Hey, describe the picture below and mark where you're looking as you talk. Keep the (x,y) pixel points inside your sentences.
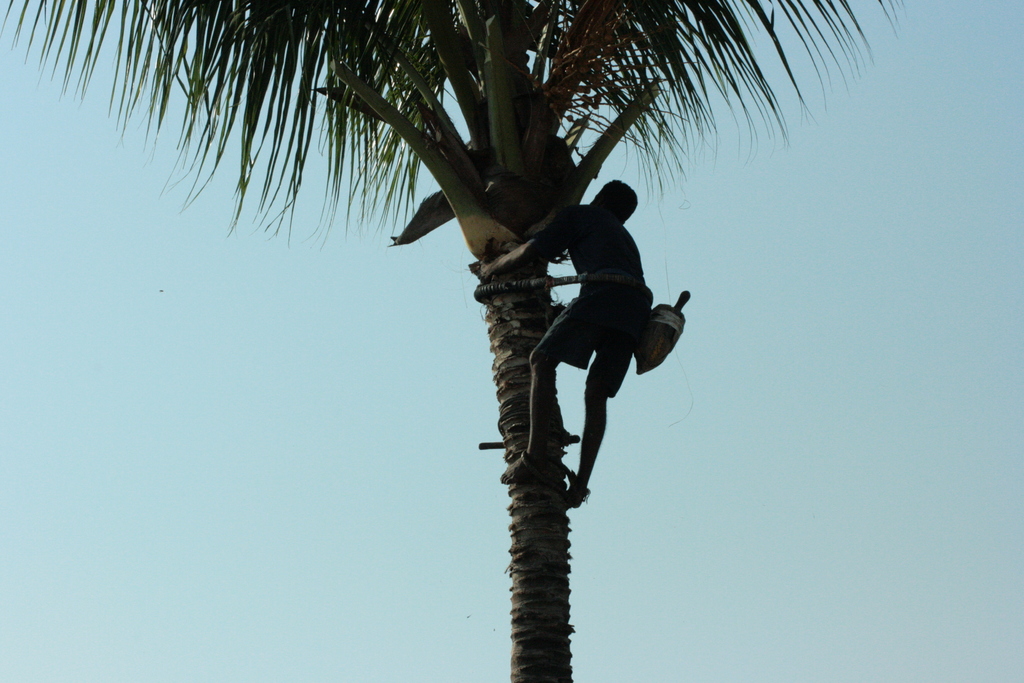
In this image we can see there is a person (615,305) climbing a coconut tree (551,109). In the background (730,242) there is the sky (808,583).
